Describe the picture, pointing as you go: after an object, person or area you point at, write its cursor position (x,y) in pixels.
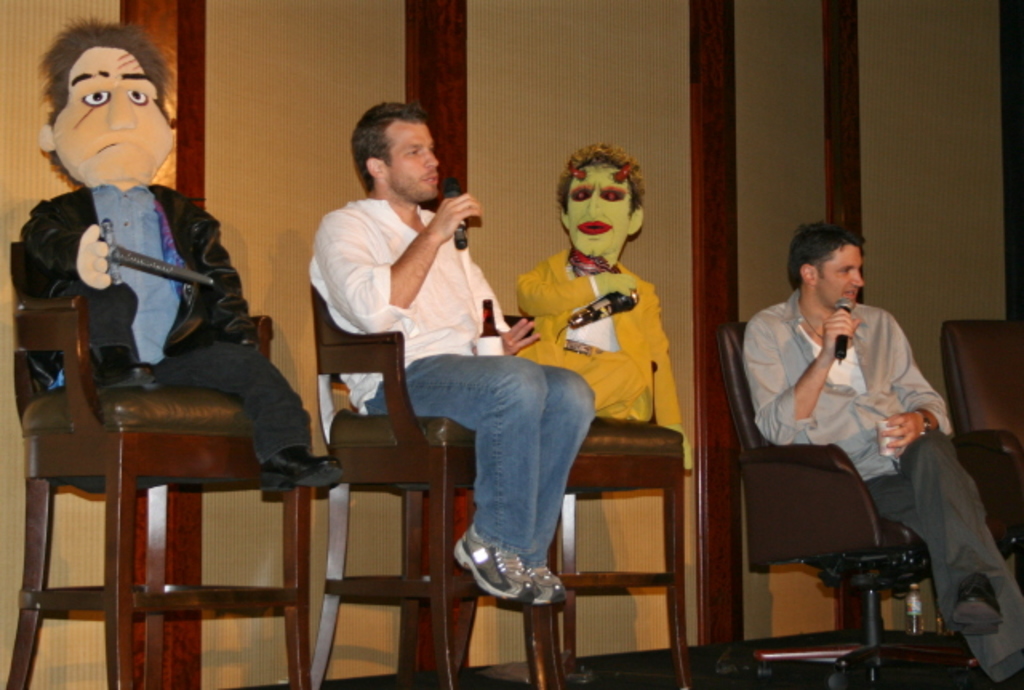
there are 5 chairs (969,461). on the left brown chair (155,462) there is a toy (166,195) wearing a suit (212,325). right to it a person (404,309) is sitting wearing a white shirt (384,319) and a jeans (468,377), holding a microphone (446,192) and a glass bottle (484,325) in his hand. he is speaking. right to him there is a green toy (615,229) wearing a yellow suit (564,358). at the right corner (822,428) a person (842,399) is sitting, holding a microphone (841,346) and speaking. he is holding a glass (882,434) in his other hand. behind them there is a brown and a cream wall (638,110).
